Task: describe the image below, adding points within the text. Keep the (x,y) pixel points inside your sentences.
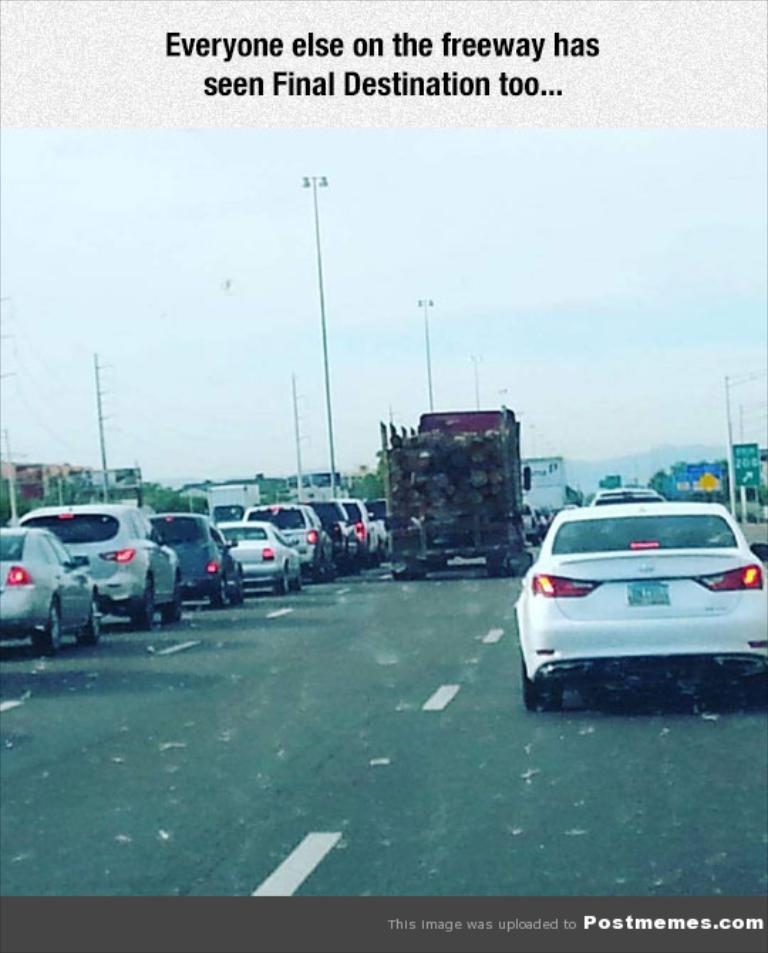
Here this is an digital image, in which we can see number of cars (186,533) and other vehicles (465,519) present on the road (348,591) and we can see light posts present and we can see plants (90,495) and trees (84,503) in the far and we can see the sky (345,305) is cloudy and at the top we can see some text (208,53) edited over there.
